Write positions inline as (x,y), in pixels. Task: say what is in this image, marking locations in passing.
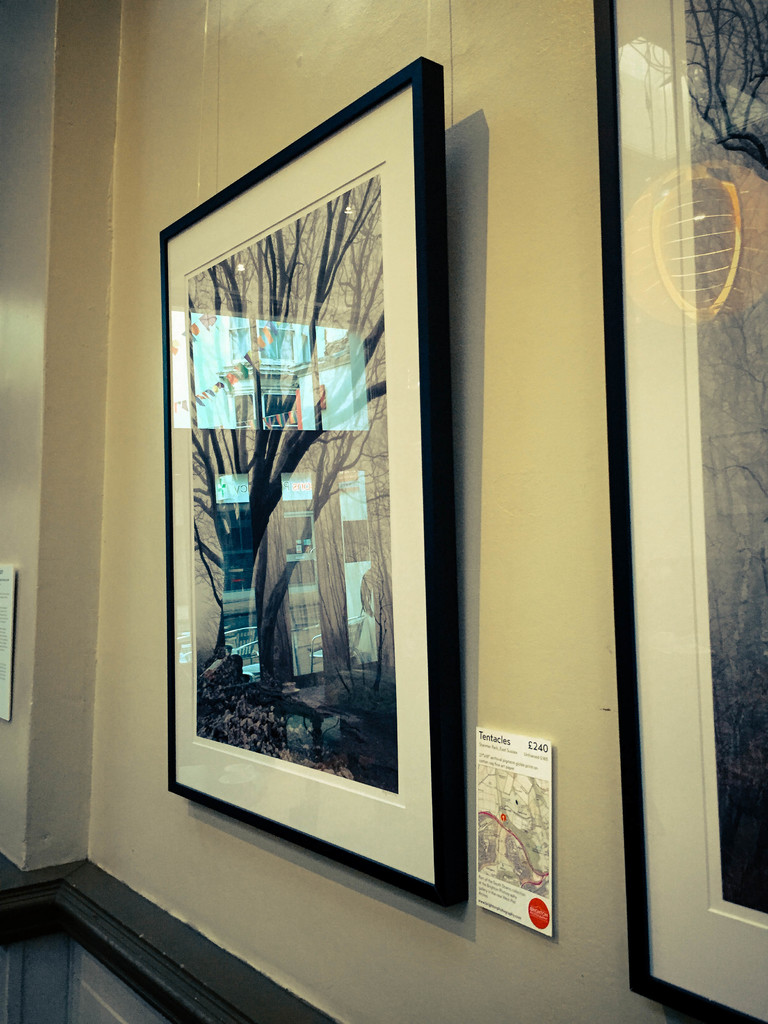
in the given image we can see a wall (97,145) and also i can see a frame (408,254) which is attached to the wall (217,823) and i can see a tree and after that we can see there is image (6,615) which is attached to the pillar (20,576) and also i can see a image (482,743) which is attached to the wall (555,860).
